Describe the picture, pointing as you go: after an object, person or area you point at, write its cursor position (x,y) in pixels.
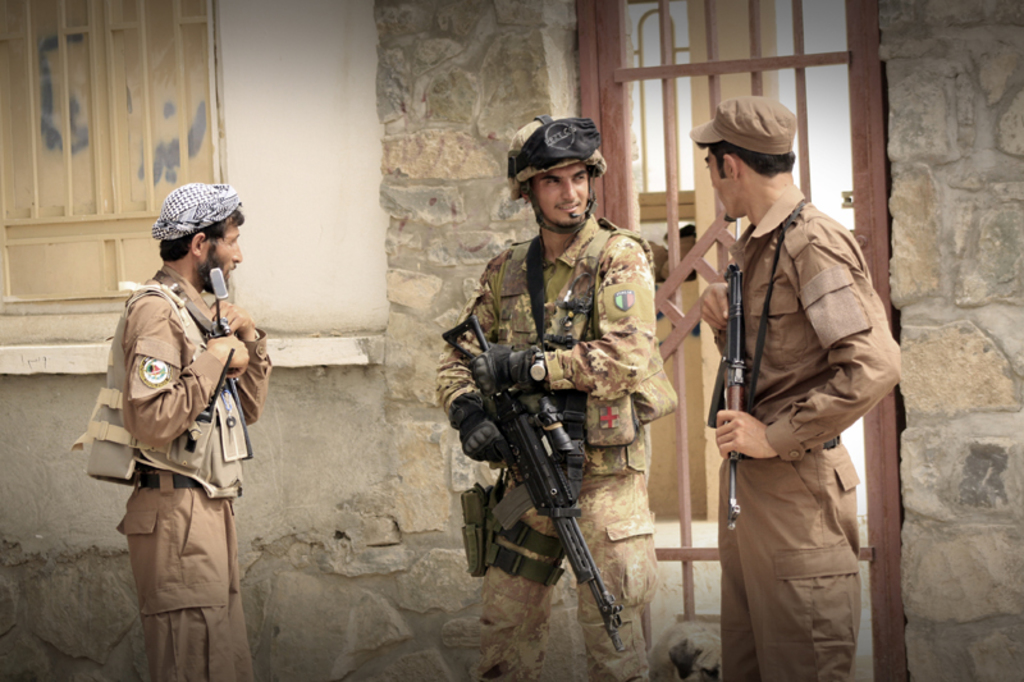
In this image, we can see persons (235,363) wearing clothes (824,308) in front of the wall (510,229). There are two persons (464,404) in the middle of the image (466,375) holding guns (514,443) with their hands (757,447). There is a gate (677,473) on the right side of the image (860,194). There is a window (157,84) in the top left of the image (98,90).
